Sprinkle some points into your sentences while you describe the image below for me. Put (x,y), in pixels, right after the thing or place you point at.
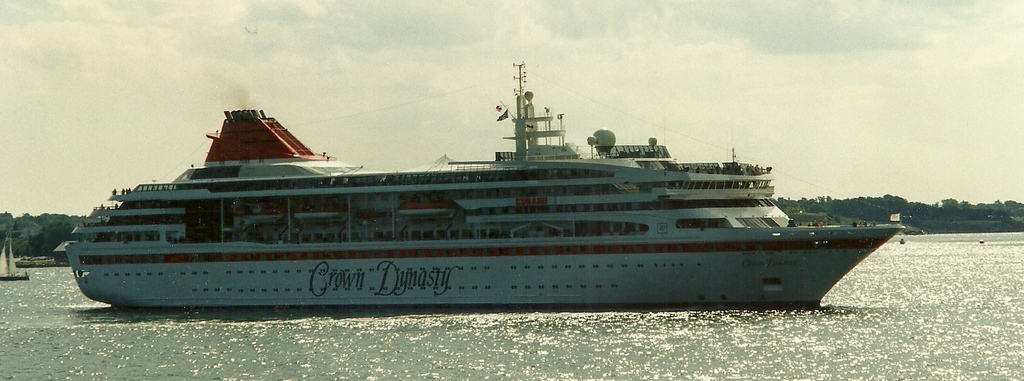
In this picture we can see a ship (527,192) on water (248,331) and in the background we can see trees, sky (453,139).
